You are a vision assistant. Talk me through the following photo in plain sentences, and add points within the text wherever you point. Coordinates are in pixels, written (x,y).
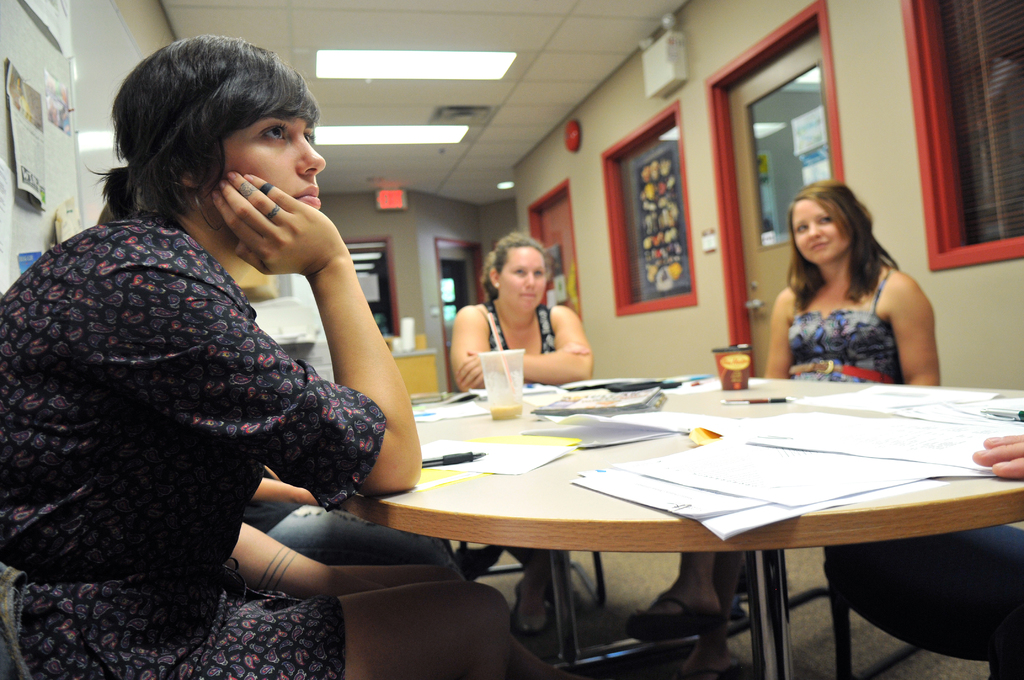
The image is inside the room (697,443). In the image there are group of people (865,330) sitting on chairs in front of a table (491,506). On table (475,516) we can see a pen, glass (495,385) with some liquid content (519,412), straw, paper (531,458), book (606,398) on right side of the image (754,216) we can see a door (754,216) which is closed and a window (951,105). On left side (28,157) there are some papers (33,145), on top (365,34) we can see a roof (403,159) and some lights (384,57).
